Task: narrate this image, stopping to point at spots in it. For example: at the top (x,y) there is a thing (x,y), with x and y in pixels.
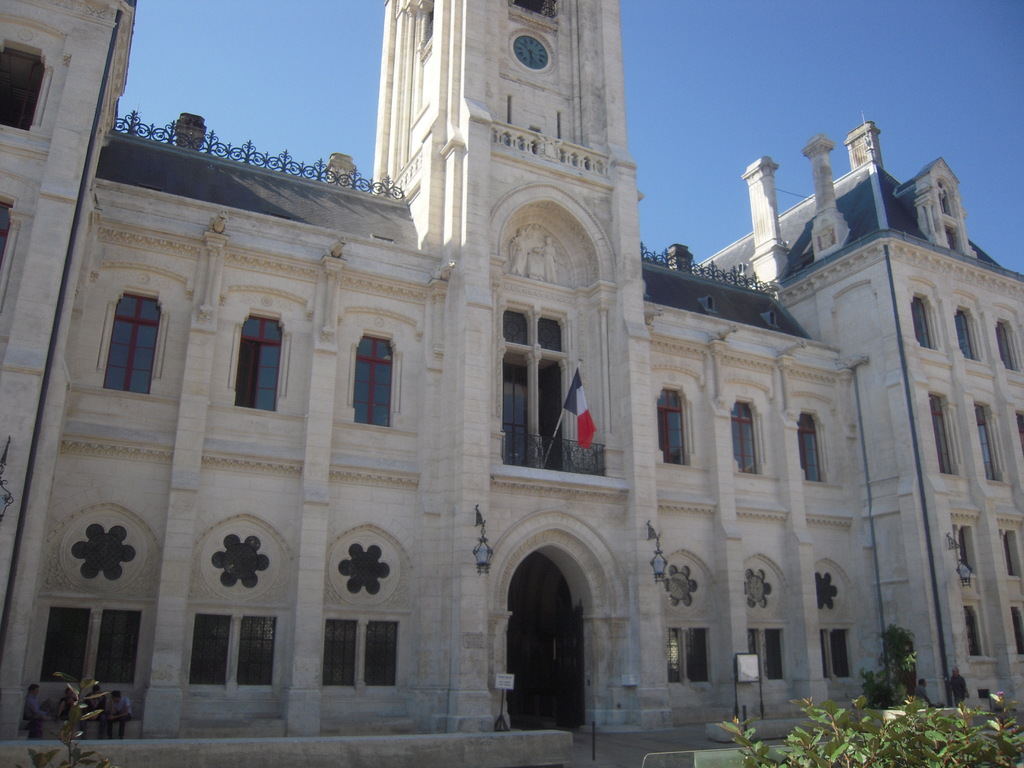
In this image there is a building (276,560). There are glass windows (778,646) to the building (747,641). In the center (534,456) there is a railing (566,463) on the building (593,501). Near to the railing (593,462) there is a flag (565,406) to the pole (561,415). In the bottom right (942,730) there are leaves (871,738) of plants (865,735). In the bottom left (64,700) there are people (35,720) sitting. At the top (316,65) there is the sky (842,83).
